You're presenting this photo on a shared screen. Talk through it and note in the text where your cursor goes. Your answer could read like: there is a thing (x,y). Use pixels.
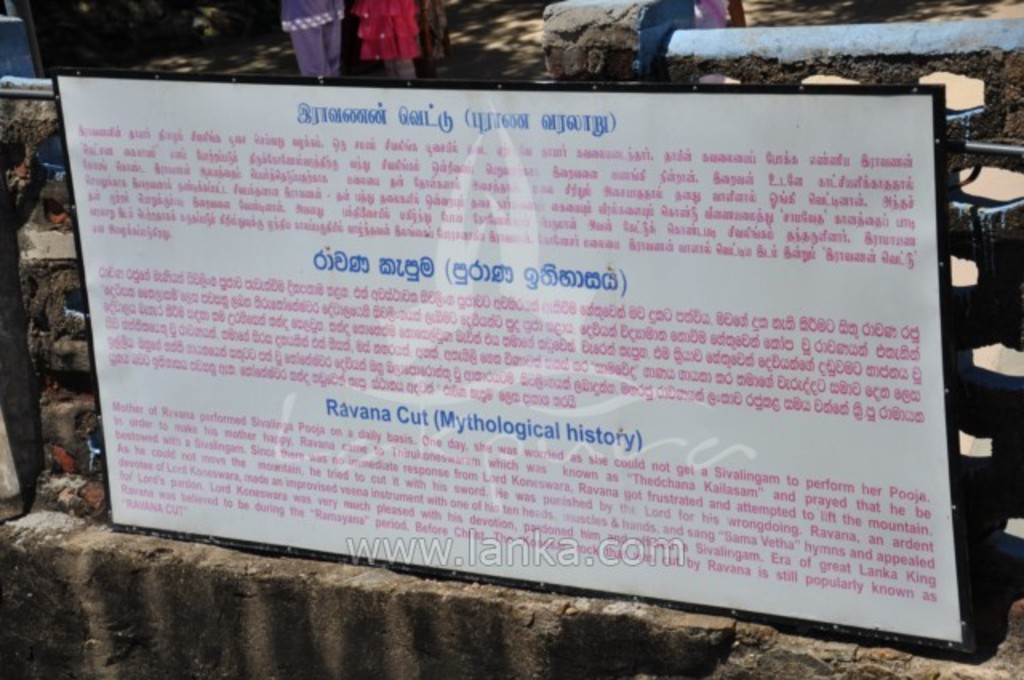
In the image we can see a board (438,310), this is a water mark (445,257) and we can even see there are people (331,24) standing, wearing clothes (320,39). This is a stone (625,28).
